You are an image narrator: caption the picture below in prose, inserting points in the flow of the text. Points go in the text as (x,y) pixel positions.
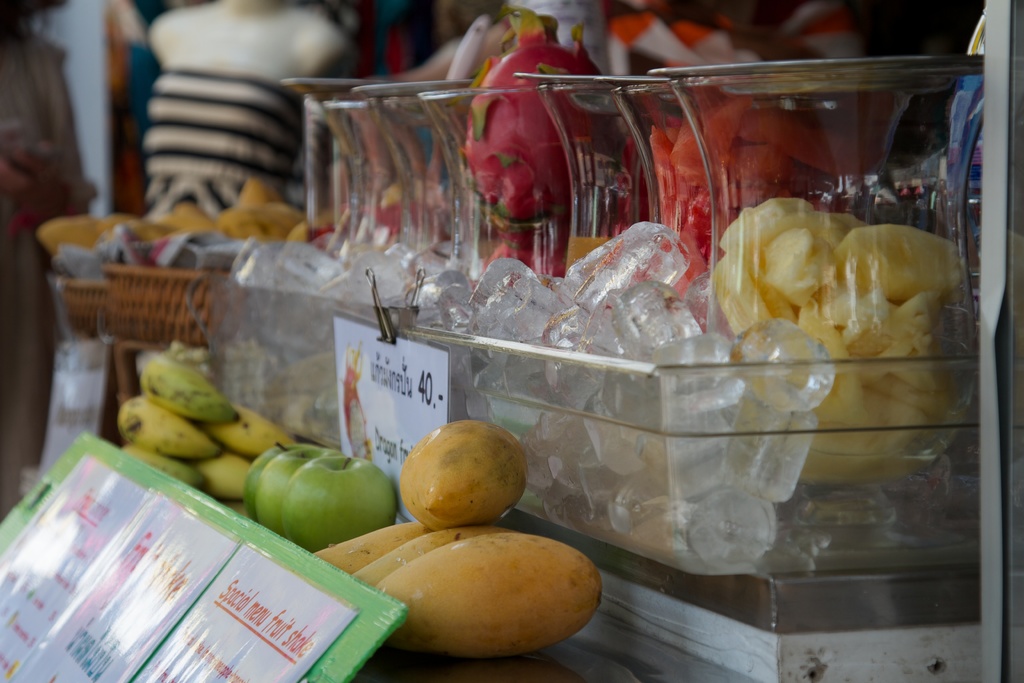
In the picture I can see few jars (716,142) which has few fruits (766,151) placed in it in the right corner (963,274) and there are few ice cubes (629,273) placed beside it and there are few other fruits (551,551) placed beside the ice cubes (577,515) and there are few sheets (134,586) which has something (87,649) written on it.
